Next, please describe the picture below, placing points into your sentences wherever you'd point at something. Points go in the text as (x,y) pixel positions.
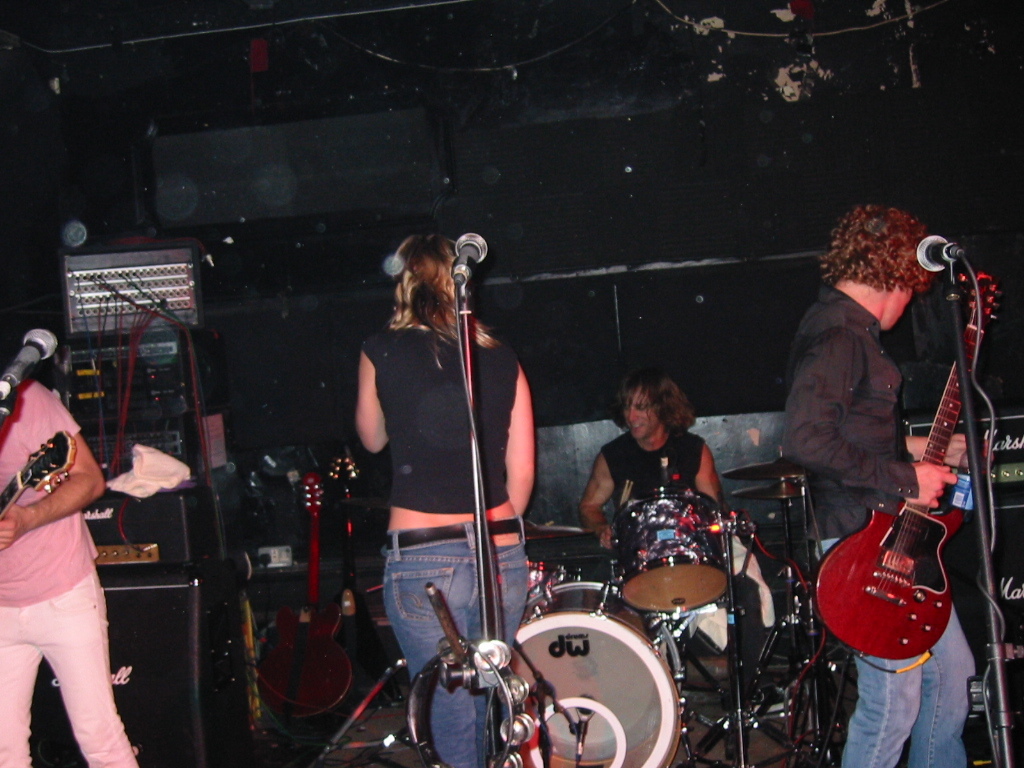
This picture describes about group of musicians (443,471), in the given image the right side person (901,229) is holding a guitar (929,551) and a bottle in his hand (940,481) in front of microphone (942,240), and another man (689,452) is playing drums (624,516), in the background (313,618) we can see couple of musical instruments (287,643).
